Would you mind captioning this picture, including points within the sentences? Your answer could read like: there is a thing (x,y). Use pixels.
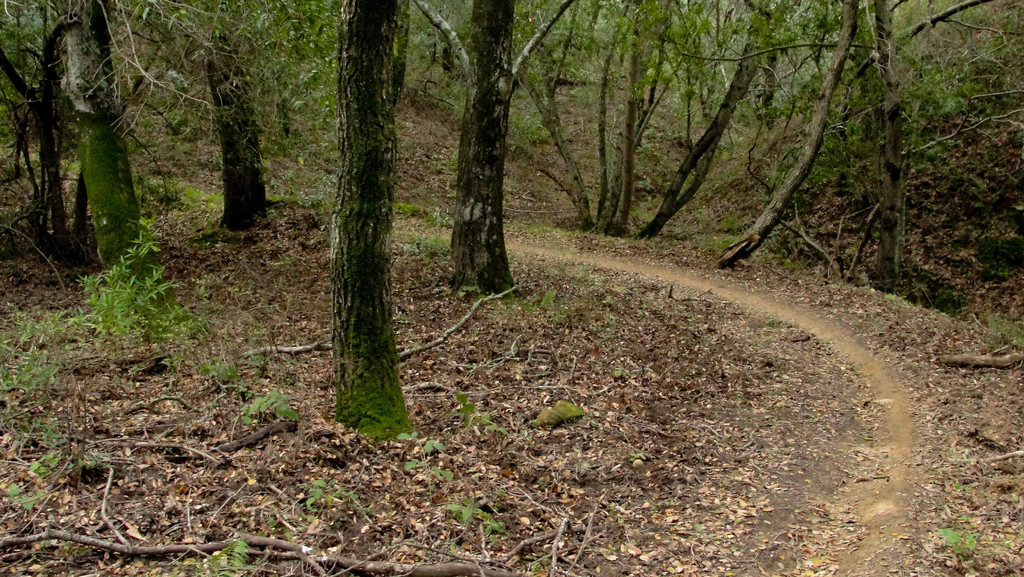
This image is taken outdoors. At the bottom of the image (586,507) there is a ground (645,372) with grass (114,336), a few sticks (196,544) and many dry leaves (573,349) on it. In the background (475,236) there are many trees (247,192) and plants (673,134).
